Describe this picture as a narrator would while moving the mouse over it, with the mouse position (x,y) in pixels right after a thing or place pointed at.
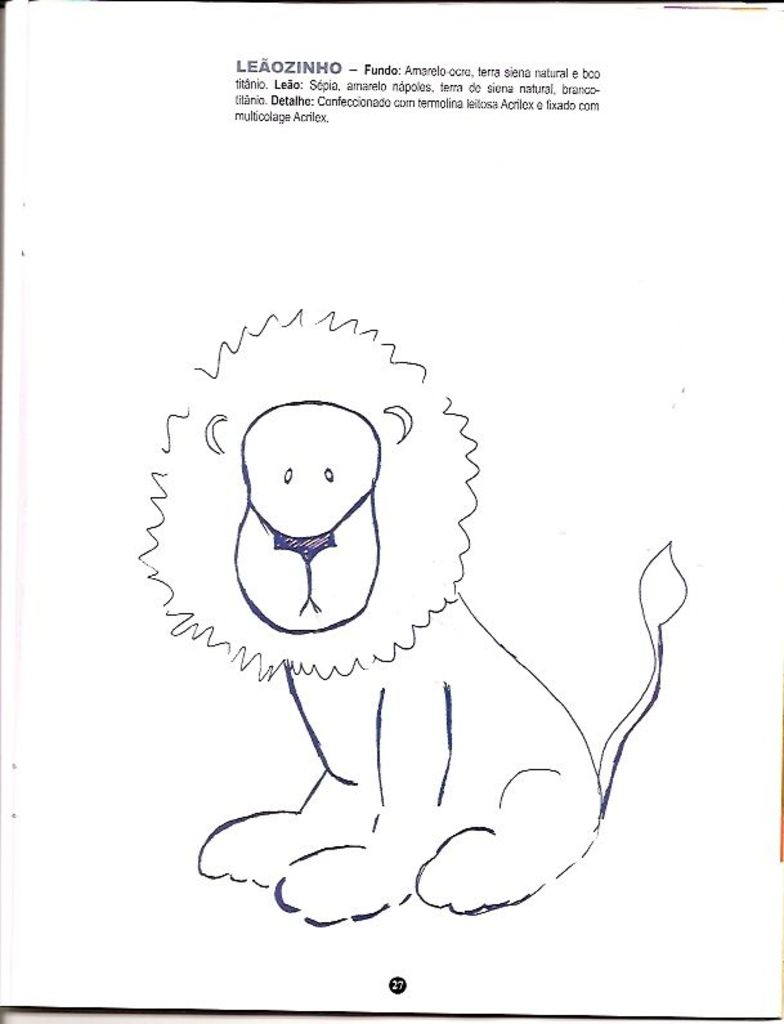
In this picture we can see drawing (332,816) of an animal (212,406) and some text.
